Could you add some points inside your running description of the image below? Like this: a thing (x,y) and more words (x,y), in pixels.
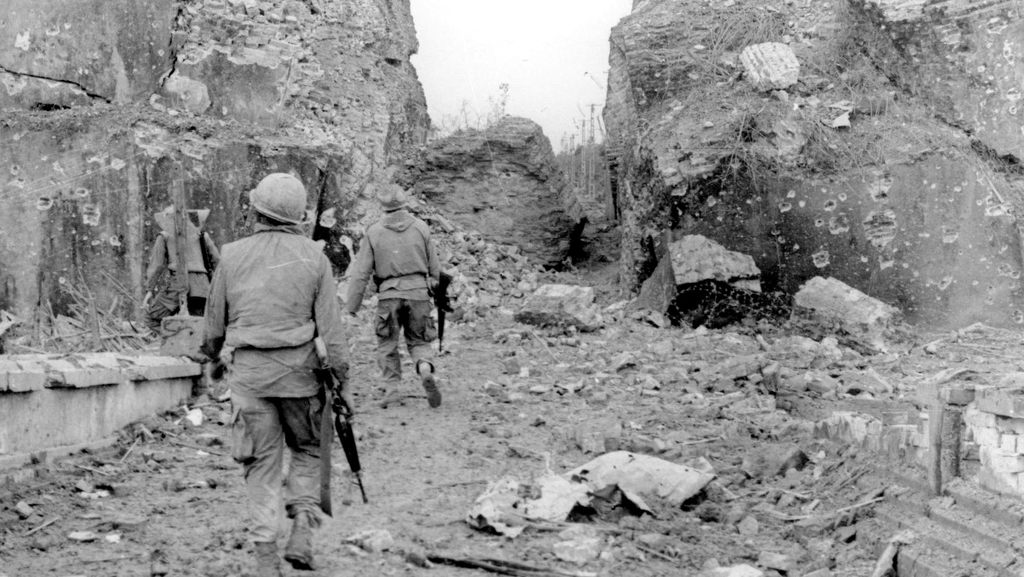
This image is a black and white. In this image we can see there are two persons (310,407) holding a gun (342,446) and walking on the road (455,404). On the left (129,122) and right side of the image (795,145) there are rocks (723,156). In the background (488,99) there is a sky (514,74).
